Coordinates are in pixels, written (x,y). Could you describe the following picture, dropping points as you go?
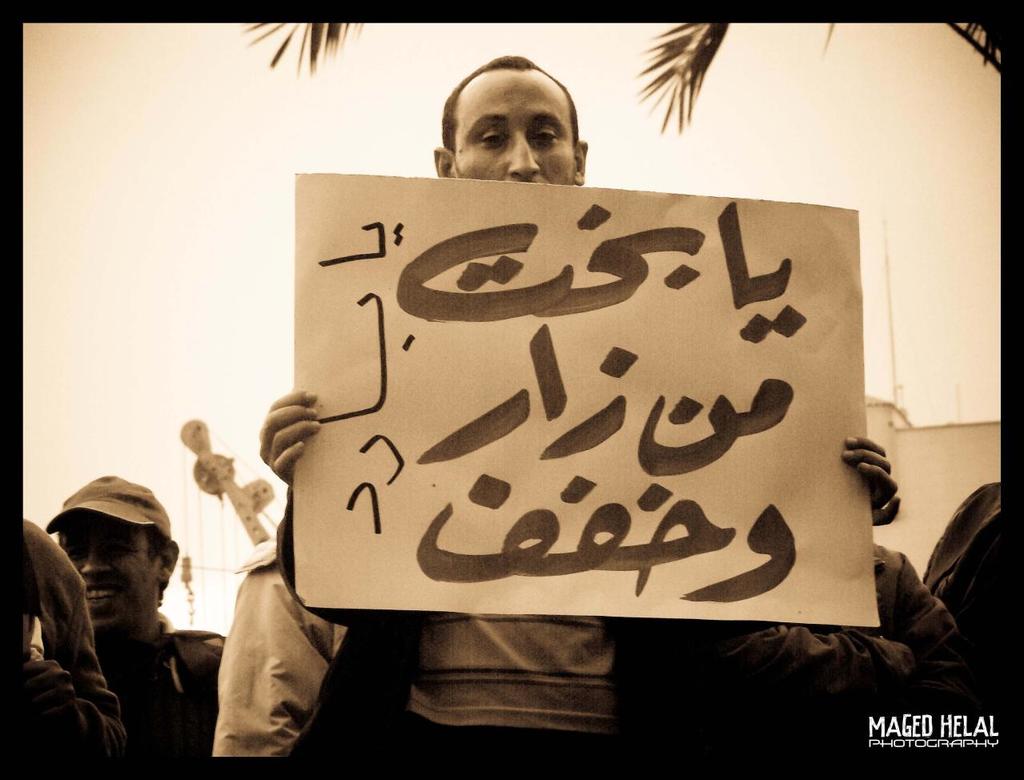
In this image in front (817,431) there is a person (869,440) holding the paper (451,463). Behind him there are a few other people (972,544). In the background of the image (933,431) there is a building (924,446) and sky (867,101).
